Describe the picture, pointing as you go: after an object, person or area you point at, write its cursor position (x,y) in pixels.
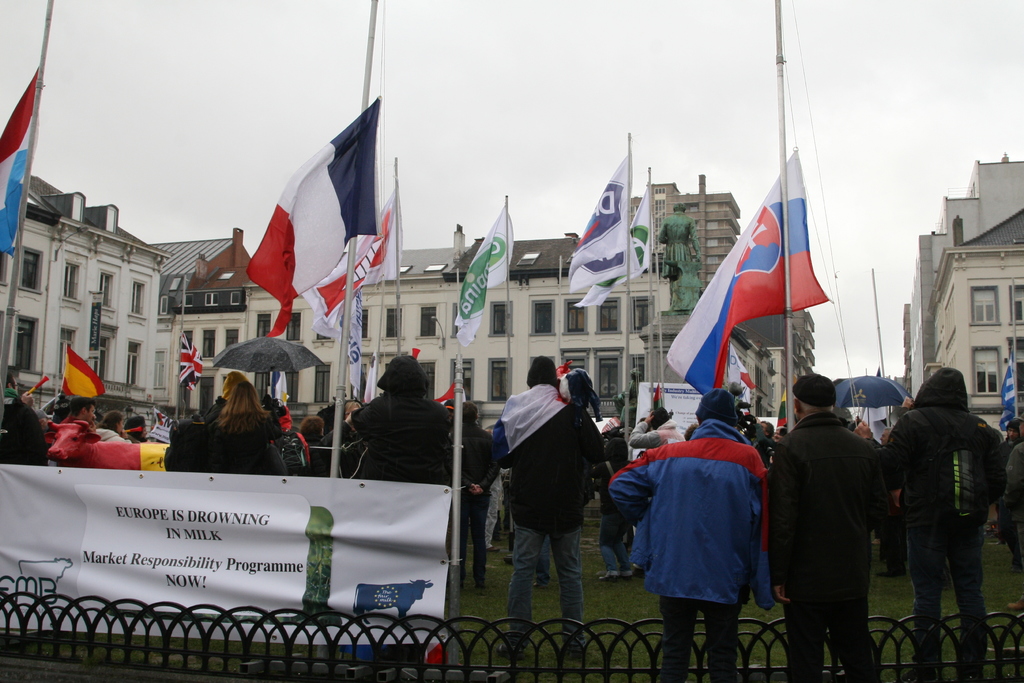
At the bottom (290,660), we see a railing (606,658). In front of the picture, we see three men (749,577) are standing. Beside the railing (742,621), we see a banner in white color with some text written on it. In front of them, we see many flagpoles (455,480) and flags (353,195) which are in white, red, blue, yellow and green color. In the middle of the picture (574,437), we see many people (534,413) are standing. The woman (248,426) in black jacket (233,430) is holding a black umbrella (286,348) in her hands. There are buildings (985,385) in the background (771,333) and we even see the statue (685,253). At the top (611,112), we see the sky (413,153).
